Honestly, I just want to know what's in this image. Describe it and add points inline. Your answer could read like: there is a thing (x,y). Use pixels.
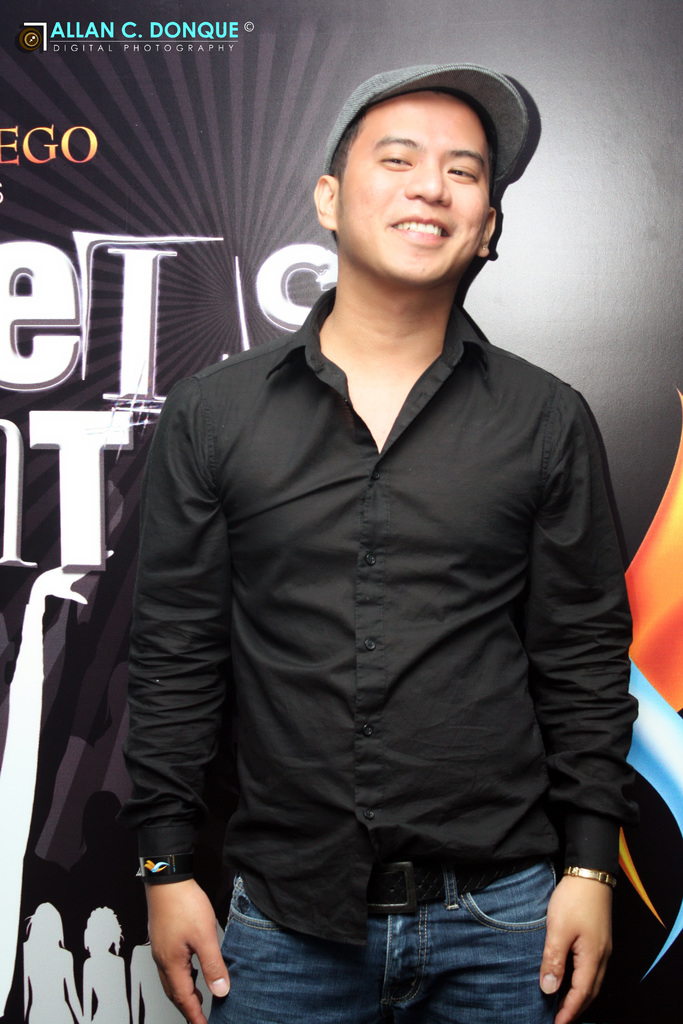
In this image, there is a person (458,338) wearing clothes (409,477) and cap (455,78). There is a banner (149,144) behind this person (428,141).
